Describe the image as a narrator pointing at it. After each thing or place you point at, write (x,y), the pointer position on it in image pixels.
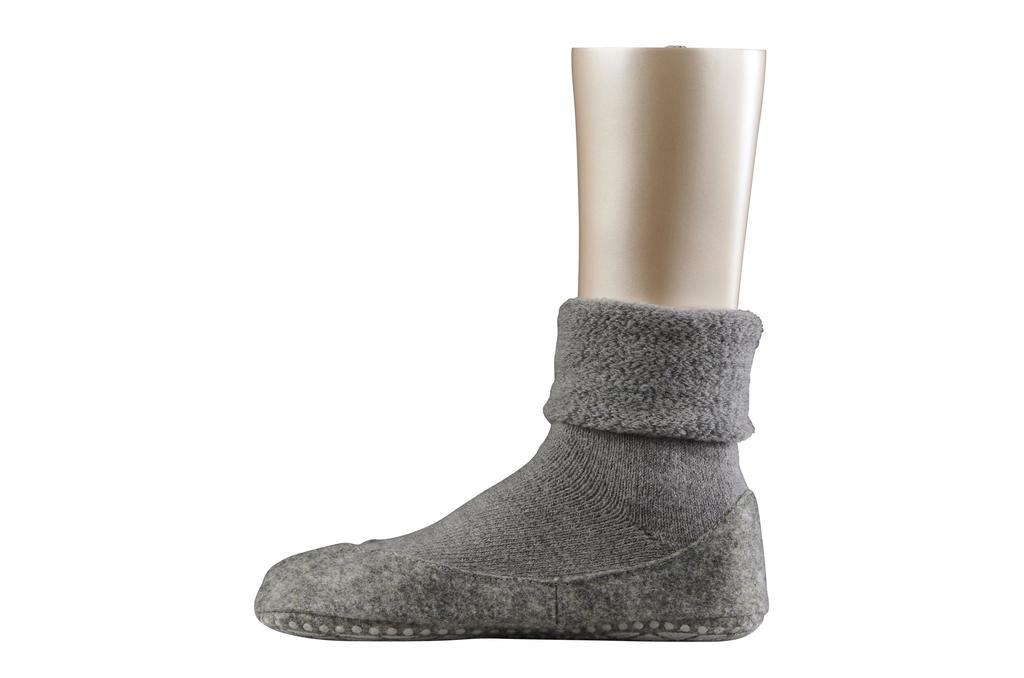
In this image I can see a grey colour shoe (491,591) and a grey colour socks (560,454) on a golden colour thing (599,125).
